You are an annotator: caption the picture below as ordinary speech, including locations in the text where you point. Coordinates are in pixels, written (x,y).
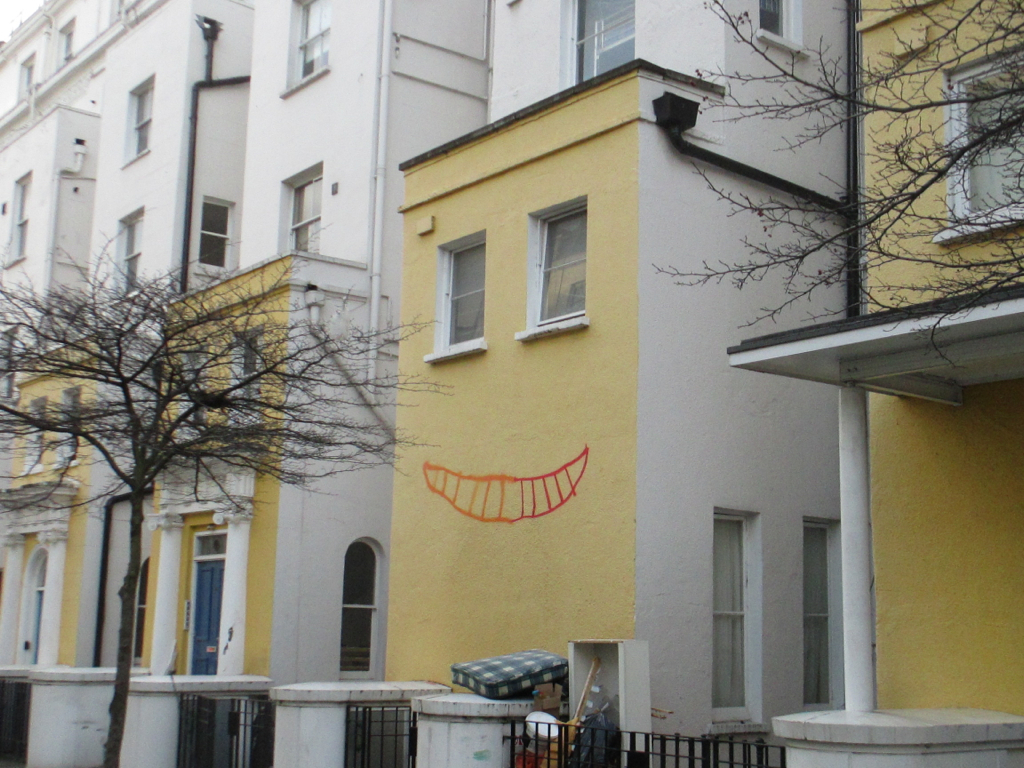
This picture show few buildings (727,468) and couple of trees (110,745).
